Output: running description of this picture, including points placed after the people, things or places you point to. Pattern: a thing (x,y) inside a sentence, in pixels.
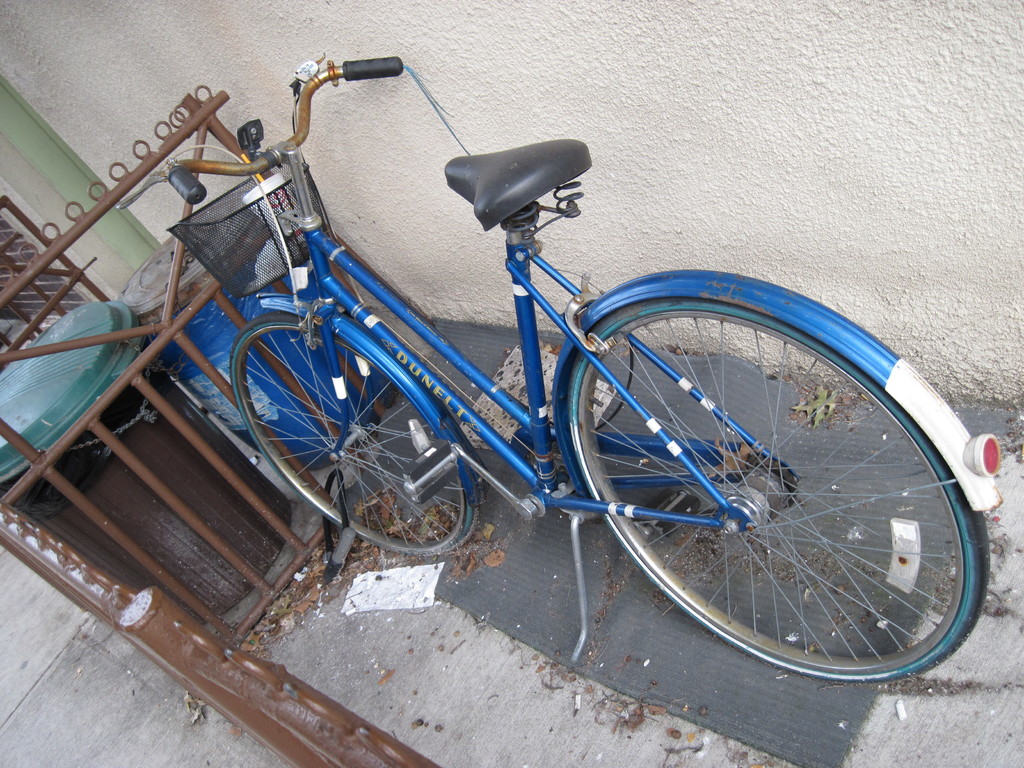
In this image I can see a bicycle (530,392) which is blue in color, brown colored railing (171,301) around the bicycle (765,316), two bins (231,415) and a wall (703,176) which is cream in color.
